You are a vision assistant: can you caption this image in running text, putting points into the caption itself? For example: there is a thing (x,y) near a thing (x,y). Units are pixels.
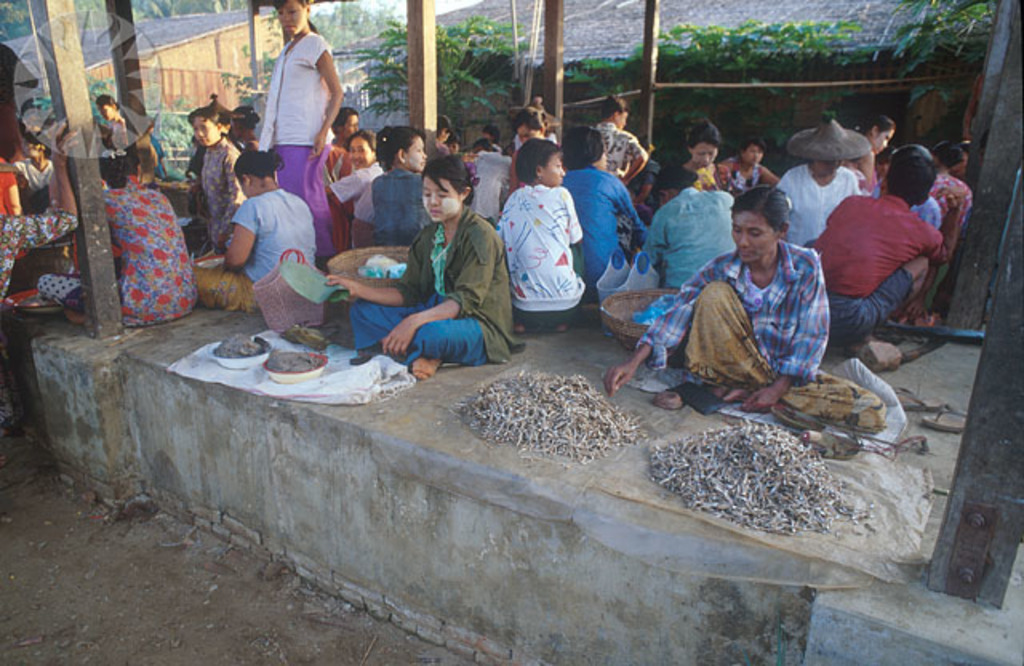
In this picture we can see a group of people (325,175) sitting on the floor (921,367), baskets (408,269), bowls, footwear (916,410), pillars (119,4), wall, some objects (513,440) and in the background (175,41) we can see trees (175,6), sheds (445,17).
